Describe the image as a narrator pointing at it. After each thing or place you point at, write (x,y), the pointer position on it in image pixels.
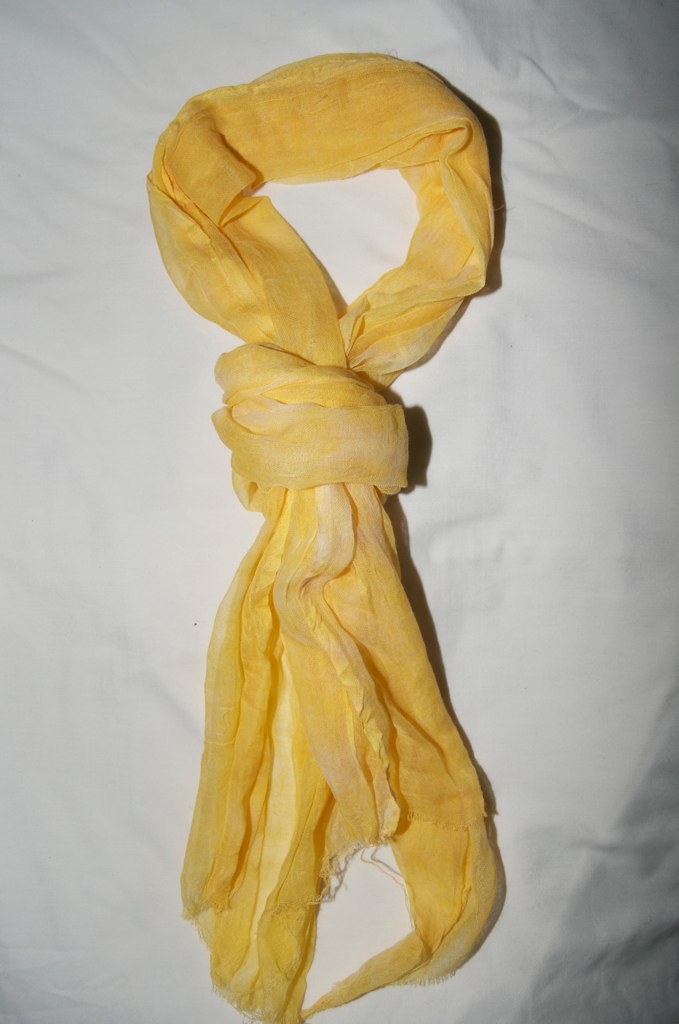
This image consists of a cloth (326,611) in yellow color. At the bottom (103,763), it looks like a bed (48,724) which is covered with a white cloth (135,771).
